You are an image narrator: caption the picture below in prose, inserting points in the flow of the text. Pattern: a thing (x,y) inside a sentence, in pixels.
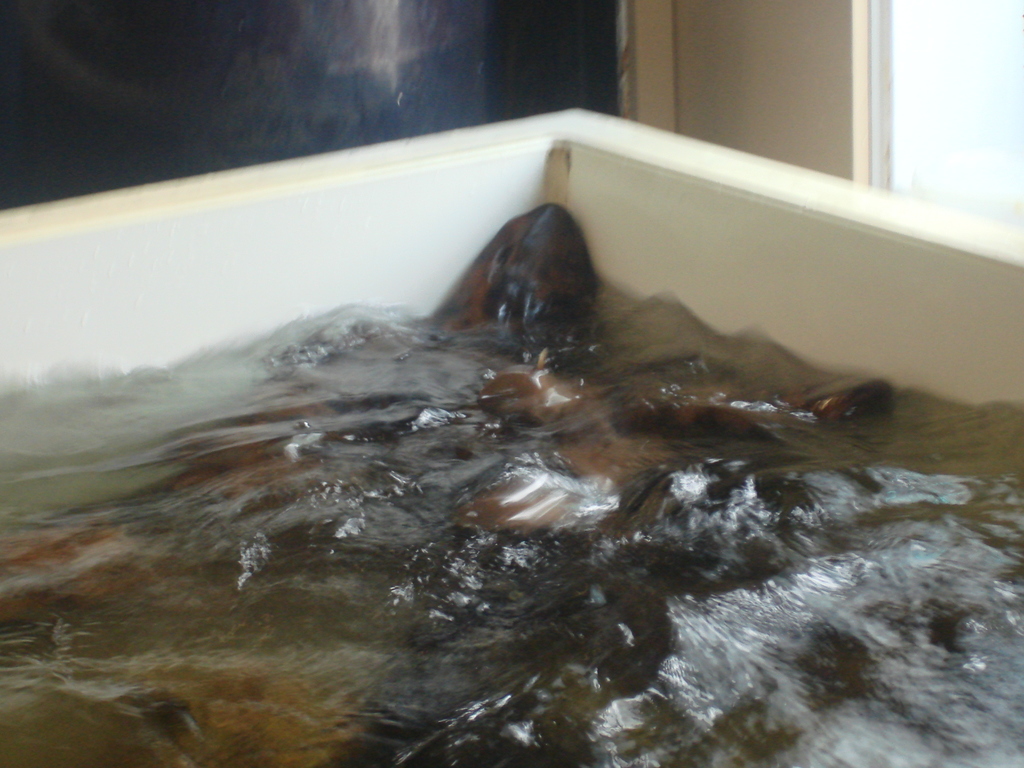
In the center of the image (359,443) there is a small pond (663,220). In the pond (457,346), we can see water (420,431). In the background (561,52) there is a wall (776,73) etc.
